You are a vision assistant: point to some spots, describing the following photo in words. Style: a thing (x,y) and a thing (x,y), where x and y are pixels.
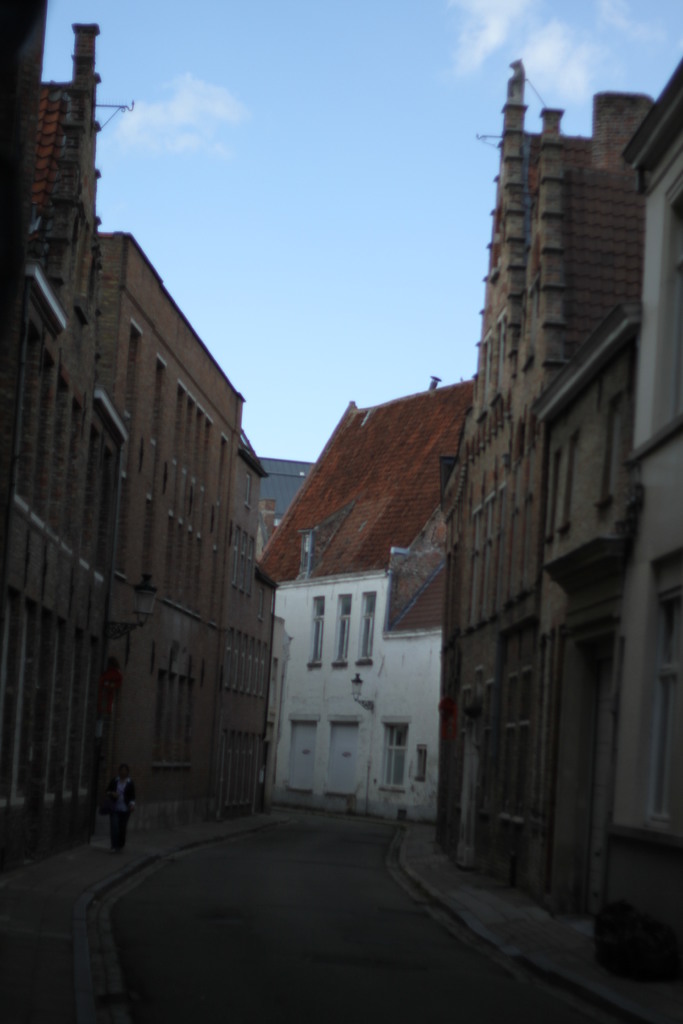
This is a picture of a city (387,481). In the center of the picture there is road (323,882). On the right (562,945) there are buildings (510,719) and footpath (492,900). on the left (97,594) there are buildings (92,645) and footpath (99,852). A woman (130,800) is walking on the footpath (157,838). In the center of the background (362,432) there are buildings (302,540). Sky (322,365) is clear.
